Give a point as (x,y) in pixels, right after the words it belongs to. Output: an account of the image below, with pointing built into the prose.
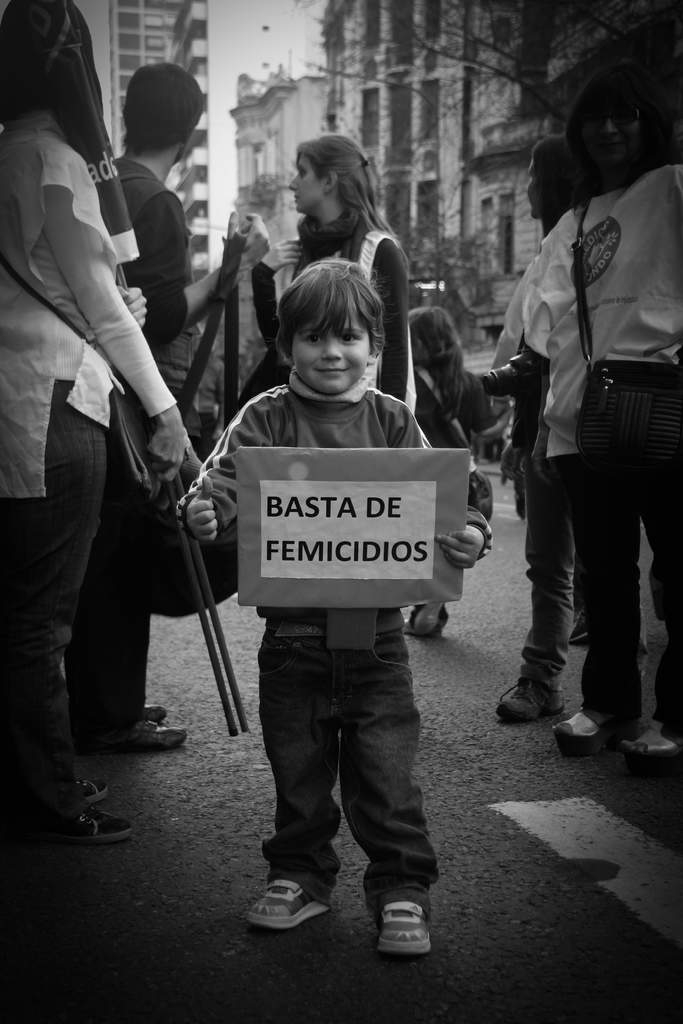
This is a black and white picture. I can see a boy (365,719) standing and smiling by holding a board (268,562), there are group of people (392,369) standing and holding some objects (638,383), and in the background (405,163) there are buildings (419,183) and trees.
